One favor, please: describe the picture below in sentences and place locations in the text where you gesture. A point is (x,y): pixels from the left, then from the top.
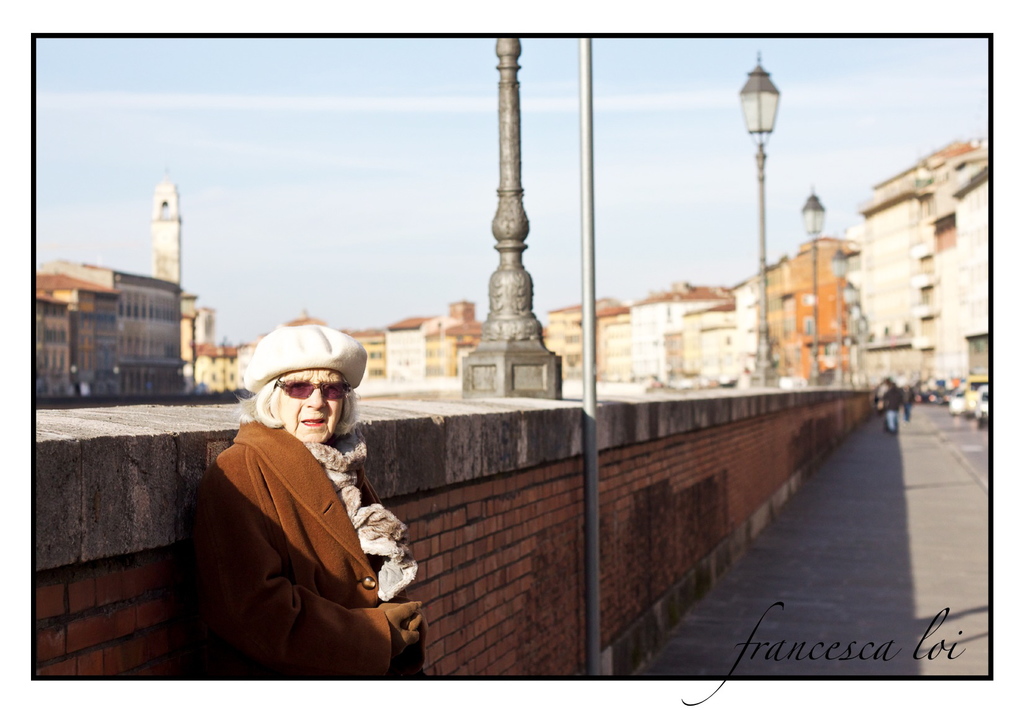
In this image we can see this old woman (306,497) wearing glasses (278,379), hat (260,381) and brown color coat (323,570) is standing near the brick wall (539,480). The background of the image (966,320) is blurred, where we can see light poles (859,368), people (879,410) walking on the road (912,485), we can see buildings (55,330) and the sky (291,253). Here we can see the watermark (935,641) on the bottom right side of the image (789,659).
